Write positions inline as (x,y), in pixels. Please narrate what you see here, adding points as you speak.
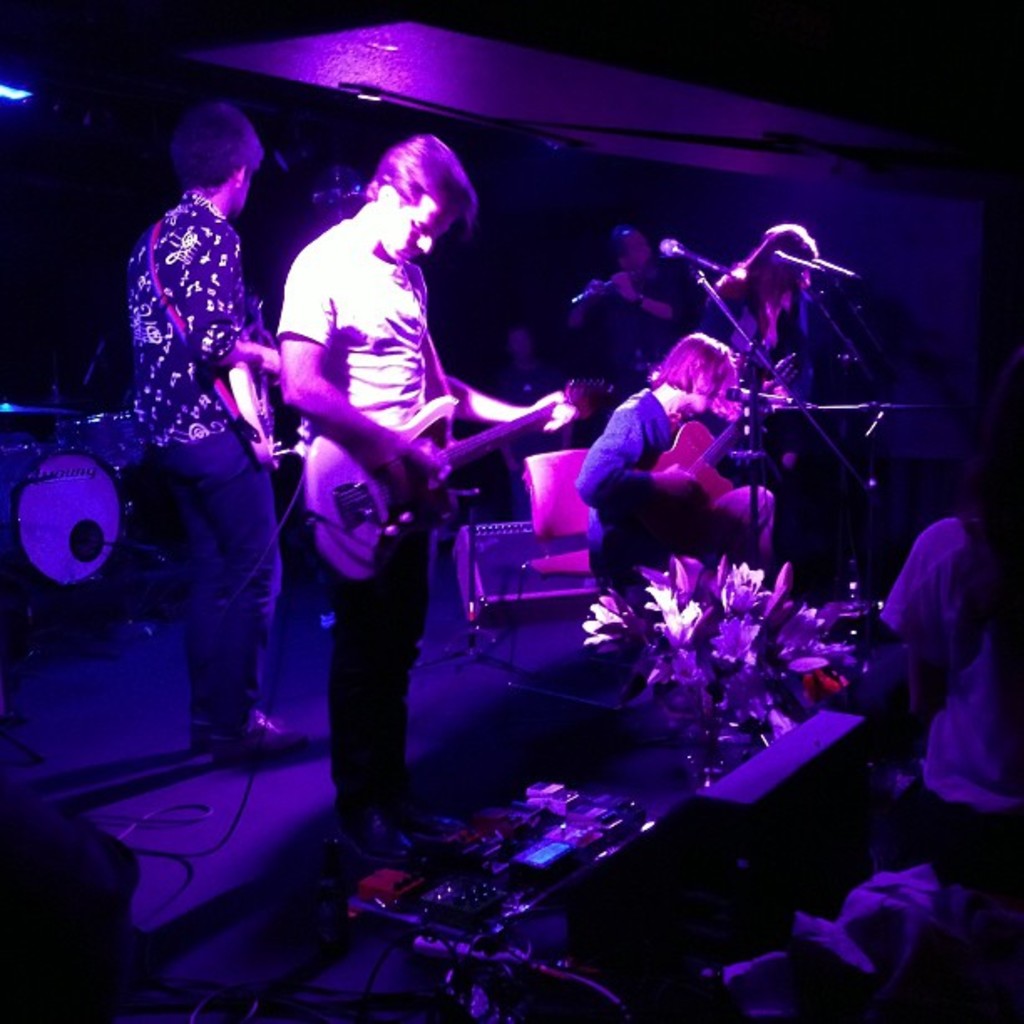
In this picture we can see in front (380,490) man (397,414) holding guitar (390,506) in his hand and at back (249,399) also man (235,648) is holding guitar (254,437) and here man (703,344) is sitting and woman (772,240) is standing and at back (652,309) some person (634,334) playing flute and in front of them we can see flower (748,628), some instruments (598,819), persons (966,638).
